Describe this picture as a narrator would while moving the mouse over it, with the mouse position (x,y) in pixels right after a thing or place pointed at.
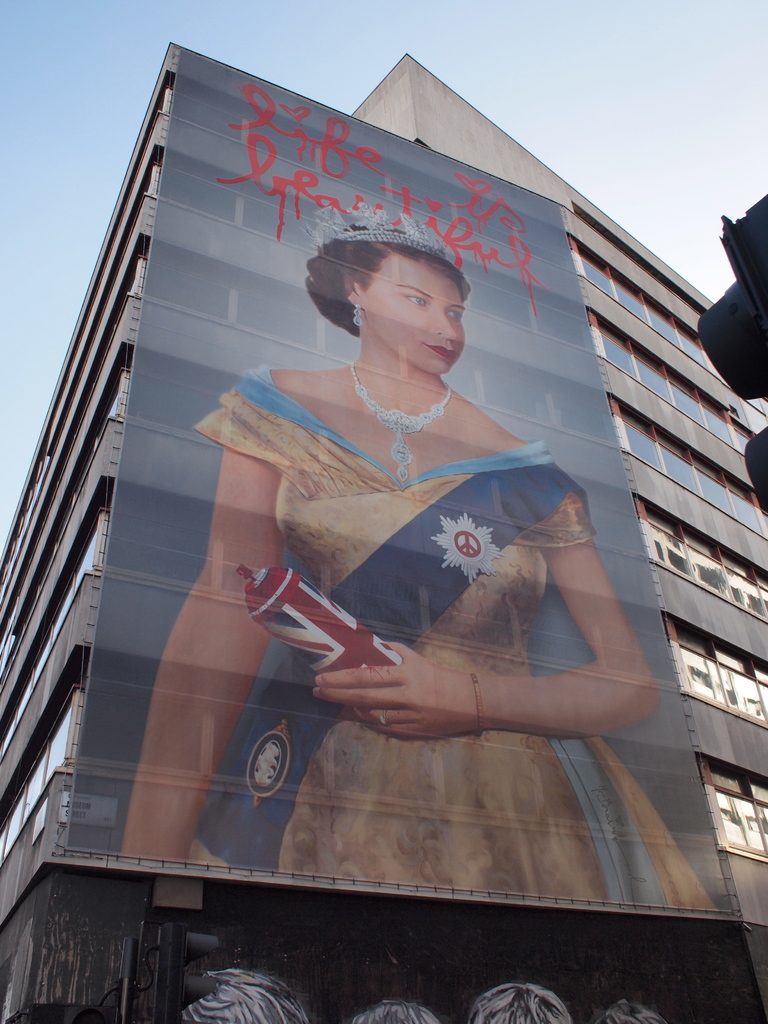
In the image we can see the building (695,438) and the windows (729,508) of the building (709,443). Here we can see the banner (440,428) and in the banner (352,581) we can see the picture (460,411) of the woman (449,419) and some text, and here we can see the sky (519,79).
